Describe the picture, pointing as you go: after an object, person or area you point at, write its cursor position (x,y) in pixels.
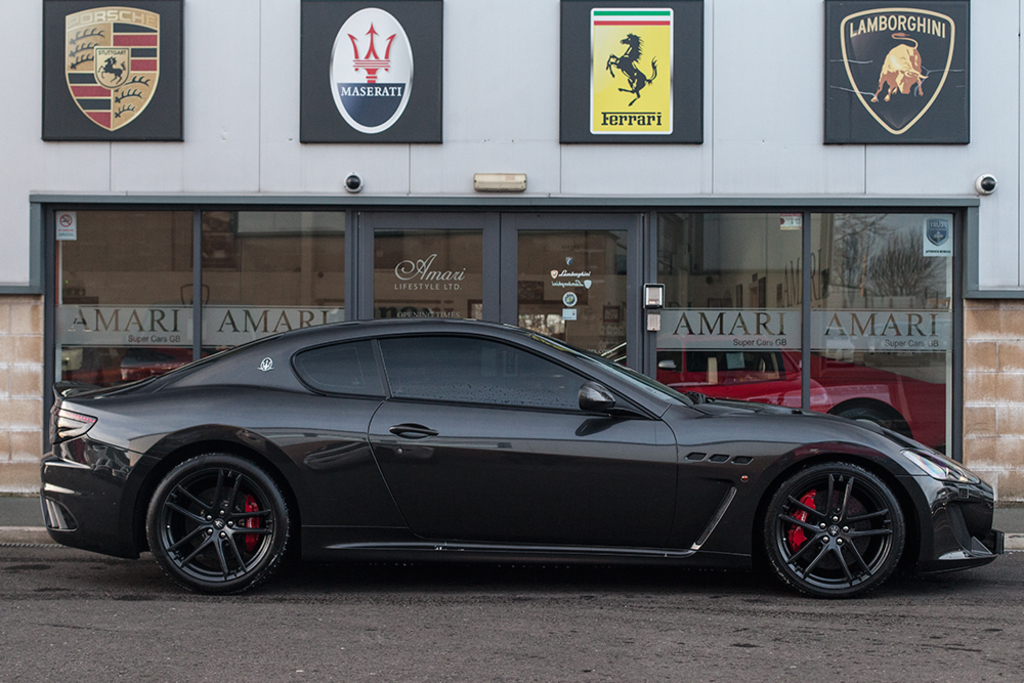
In this image there is a vehicle (166,469) parked on the road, behind the vehicle (704,519) there is a building (362,229) with glass door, on which there is some text (720,323), above the door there are a few boards (650,71) with some images (384,63) and text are hanging on the wall (533,168).
